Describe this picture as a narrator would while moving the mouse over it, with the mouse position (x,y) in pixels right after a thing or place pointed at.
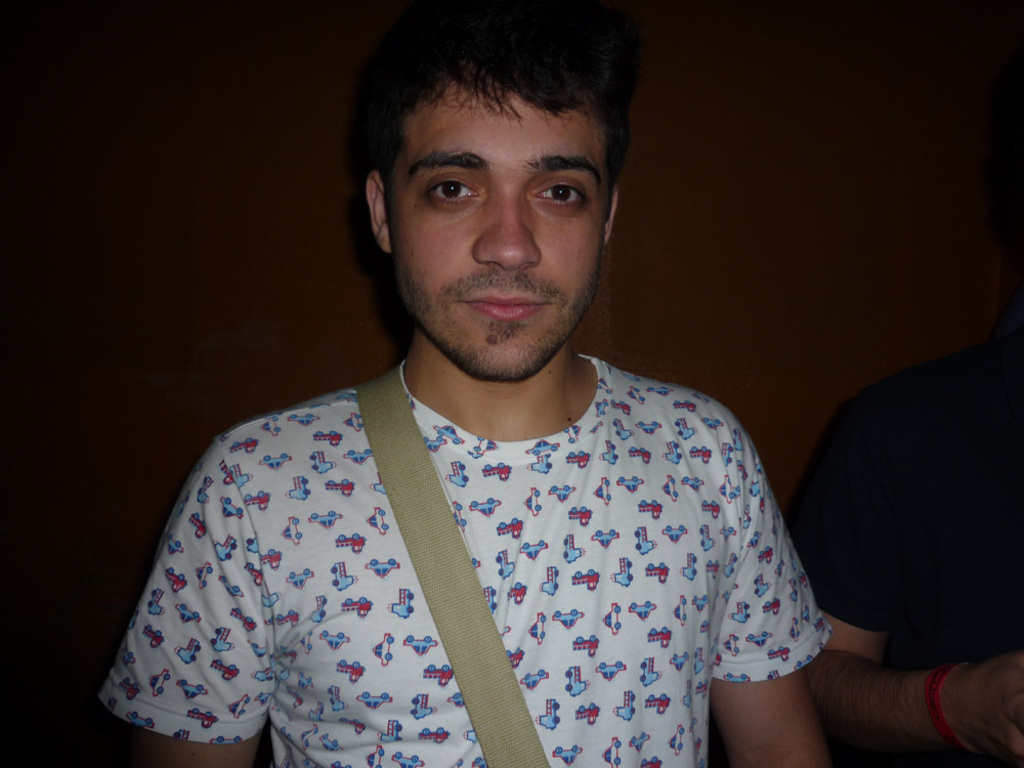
In this image we can see two person's (873,450), a person (583,394) is wearing a white shirt (652,501) and a person (930,454) is wearing a black shirt (936,481) and a wall (236,214) in the background (851,213).
